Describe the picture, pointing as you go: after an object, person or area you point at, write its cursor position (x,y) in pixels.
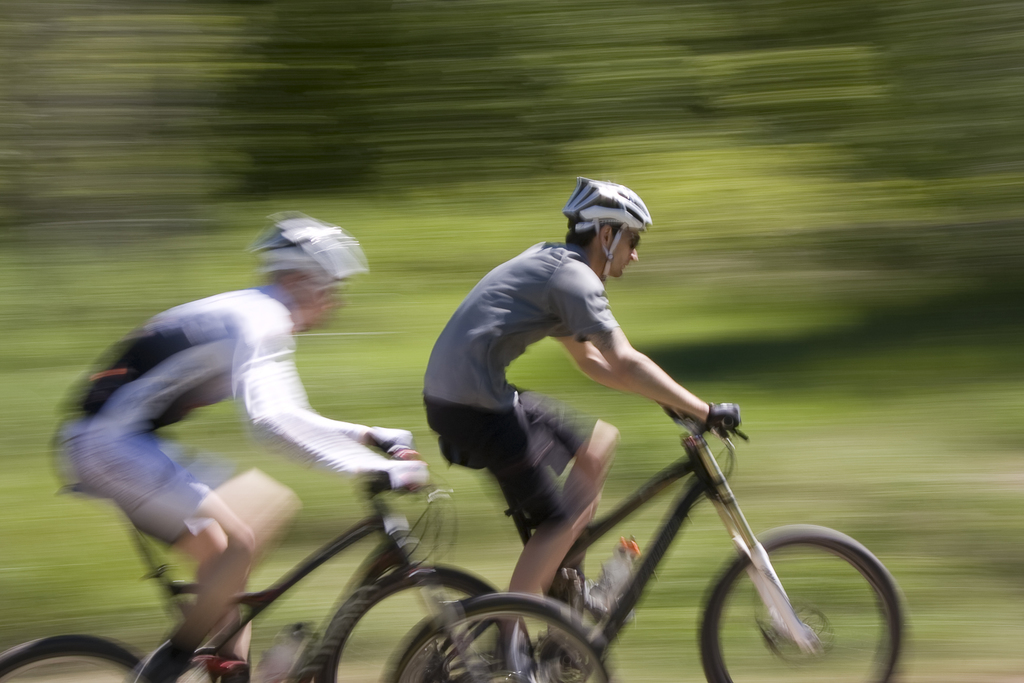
This image is clicked on the roads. There are two persons (220,594) in this image. Both are riding bicycles (522,602). To the right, there is a man (479,354) wearing gray color t-shirt (536,250) and also wearing helmet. To the left (126,352), there is a man (117,491) wearing white t-shirt (292,391) and also wearing helmet (260,257). In the background (215,47) there is grass (75,323) and trees (508,76) and also blurred.
